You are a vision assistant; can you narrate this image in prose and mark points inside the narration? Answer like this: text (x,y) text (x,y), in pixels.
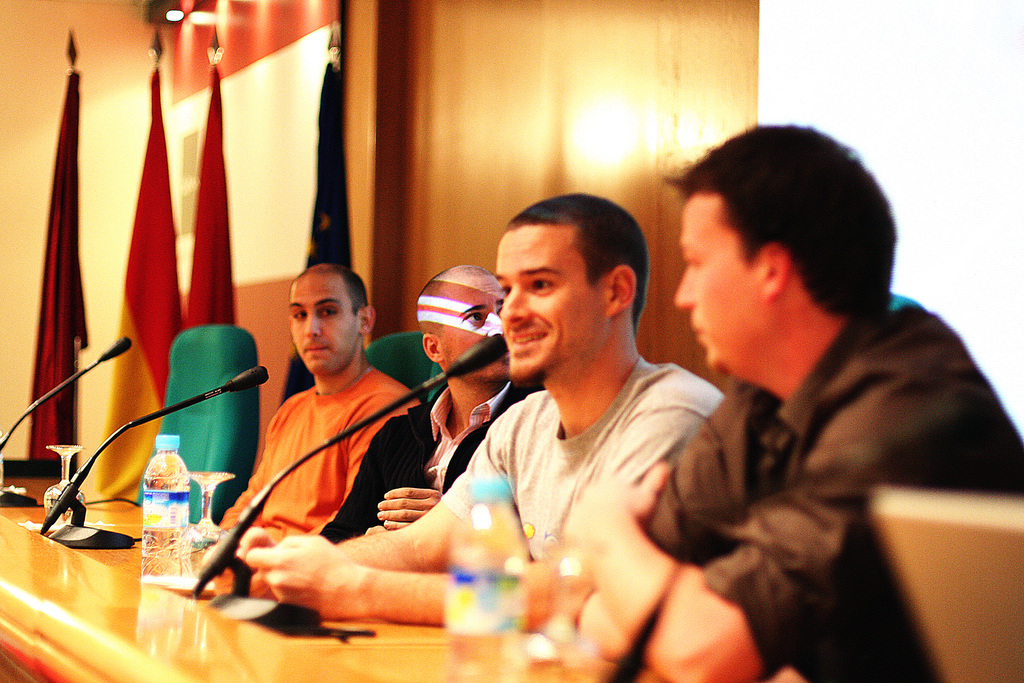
This picture is clicked inside. On the right (695,314) we can see the group of men (431,423) sitting on the chairs (411,384). In the center (473,349) there is a table (181,623) on the top of which microphones (487,346) are attached and we can see the glasses (74,447) and bottles (498,674) are placed on the top of the table (88,613). In the background (215,336) there is a green color chair (203,411), flags (226,208), wall (373,142), lights (169,14) and a white color board (282,118).
